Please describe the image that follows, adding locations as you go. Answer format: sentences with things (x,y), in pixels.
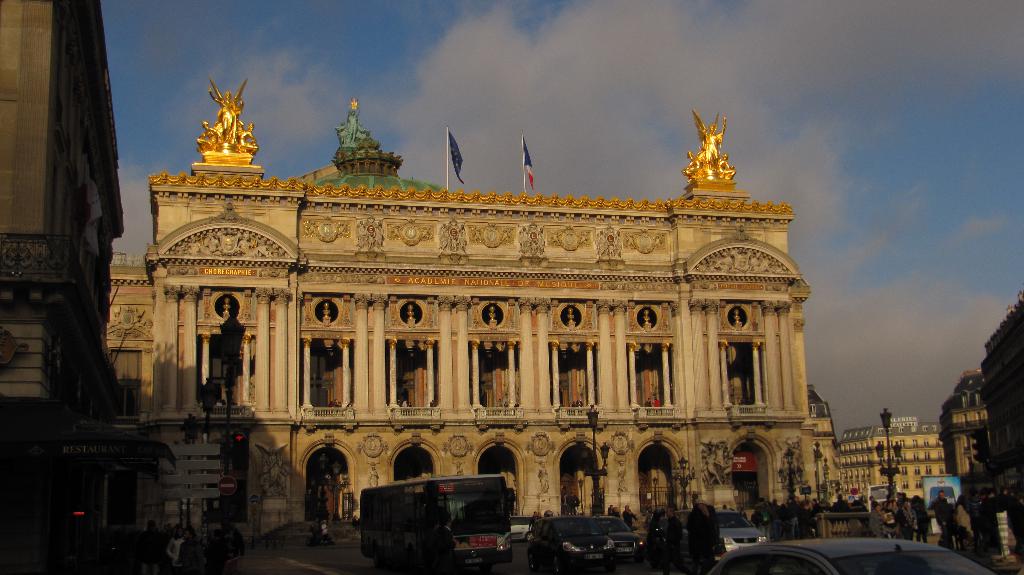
In this image we can see vehicles (875,553) moving on the road (326,556), light poles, traffic signals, people (692,560) walking on the road (298,548), an architectural building (545,402), flags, statues (202,137) and sky (428,45) with clouds (585,78) in the background (560,55).
